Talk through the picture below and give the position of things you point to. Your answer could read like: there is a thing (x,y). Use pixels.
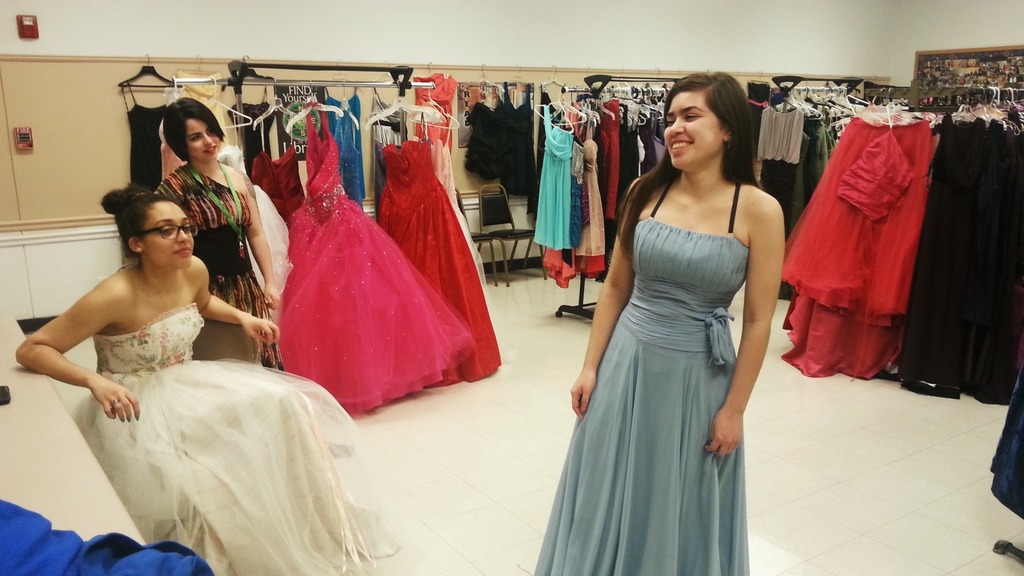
In this image I can see a woman (684,382) wearing grey colored dress (632,385) is standing and a woman (228,417) wearing white colored dress (212,417) is sitting. I can see a white colored desk (53,428) with blue colored cloth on it. In the background (348,367) I can see few clothes (367,266) hanged to the hangers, the white colored floor (445,416), a person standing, the white colored wall (544,13), few chairs (487,209) and few red colored objects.
